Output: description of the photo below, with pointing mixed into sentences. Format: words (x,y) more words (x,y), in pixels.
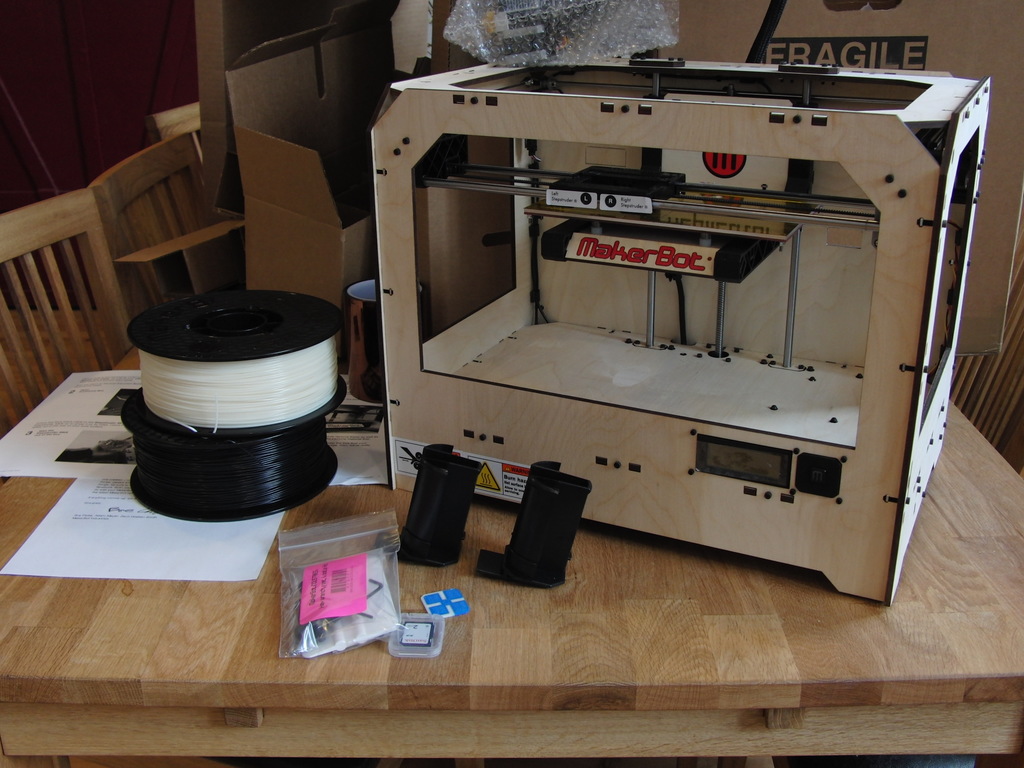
In this image, there is table (520,638) contains a printer (630,401) and bundles (313,382). There are chairs (105,278) on the left side of the image (168,202). There is a box (280,120) at the top of the image (213,210).
